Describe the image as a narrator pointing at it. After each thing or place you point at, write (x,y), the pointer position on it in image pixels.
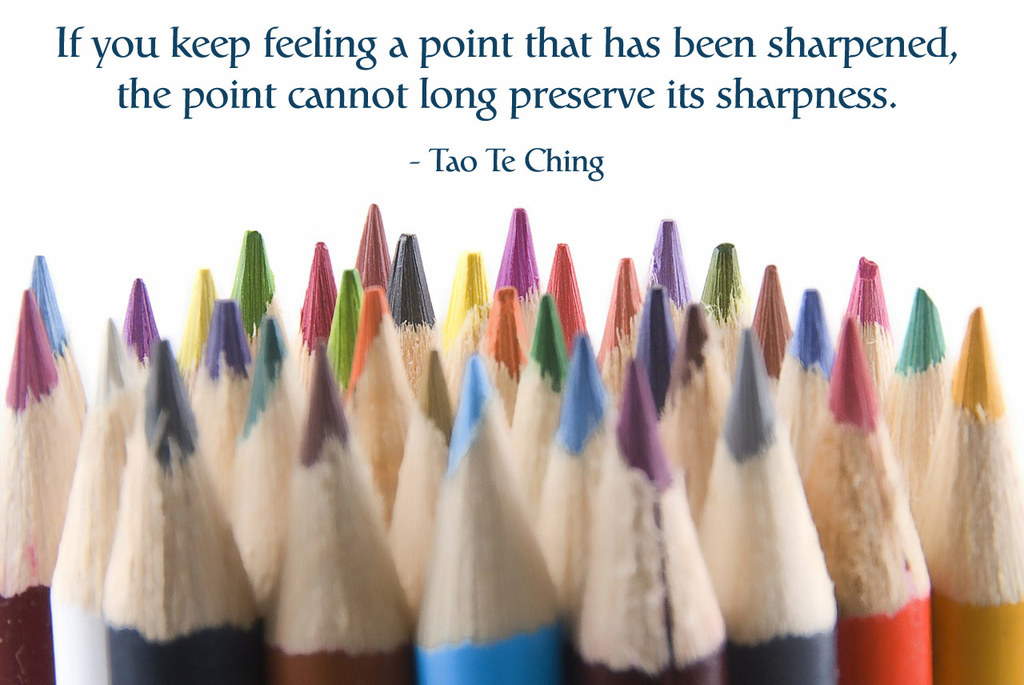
In the foreground of this picture (480,406) we can see the group of color pencils (565,464) of different colors. At the top (638,38) we can see the text (891,55) on the image.
